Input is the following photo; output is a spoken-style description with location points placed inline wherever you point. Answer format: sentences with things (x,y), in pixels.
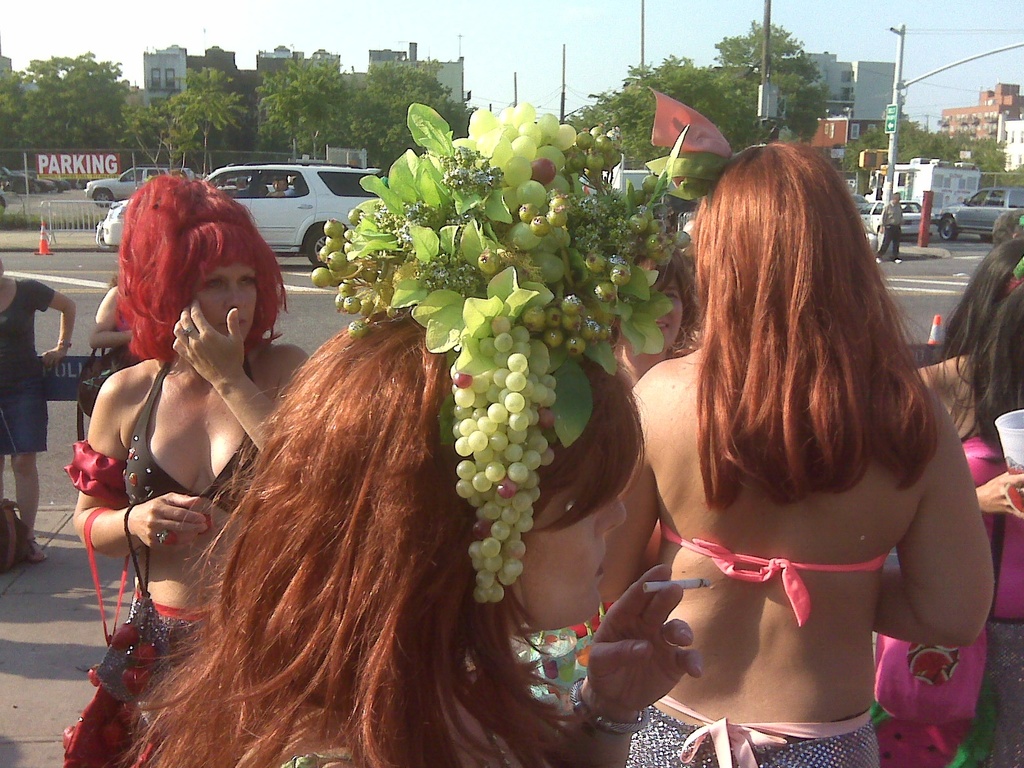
In the foreground (430,246) there are group of women (865,713) standing on the road (62,289). And one woman (543,495) is wearing a bunch of grapes (549,370) on her head (510,338). In the left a woman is standing who is half visible. In the middle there are cars (106,182) moving on the road (51,274) and fence (91,220) visible and street lights (865,165) visible. On the right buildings (968,151) are visible and on both side trees (400,89) are visible. On the top (411,34) sky (471,27) is visible of blue in color. This image is taken on the road (70,271) during day time.
